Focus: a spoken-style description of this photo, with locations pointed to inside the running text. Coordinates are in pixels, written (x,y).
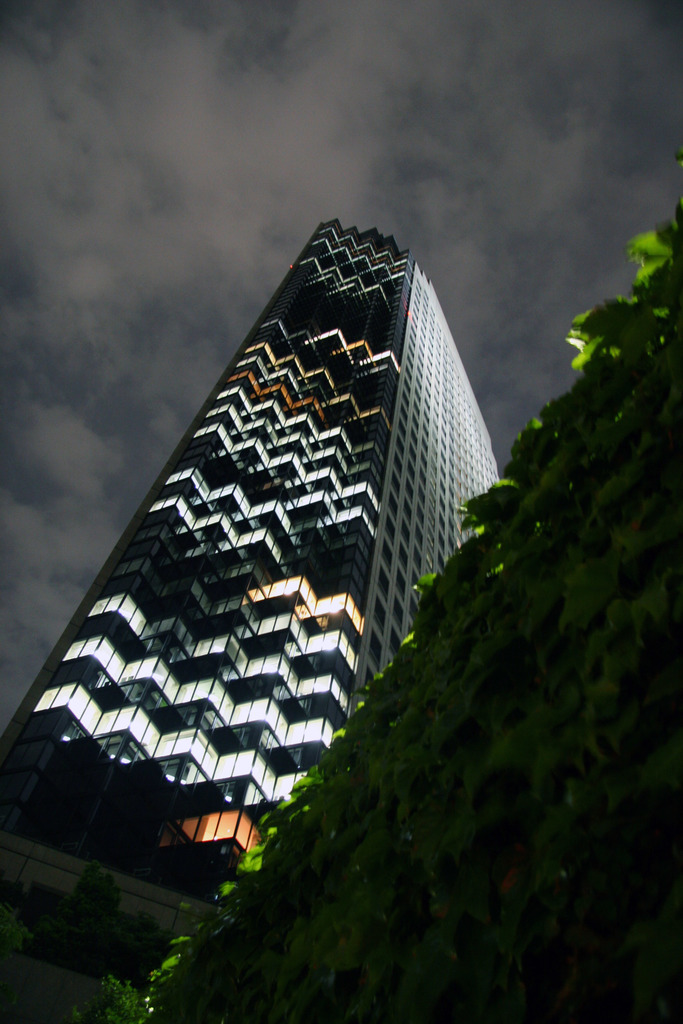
In this image there is a tree (519,491), in the background (383,654) there is a big building (240,598) and a cloudy sky (246,229).
